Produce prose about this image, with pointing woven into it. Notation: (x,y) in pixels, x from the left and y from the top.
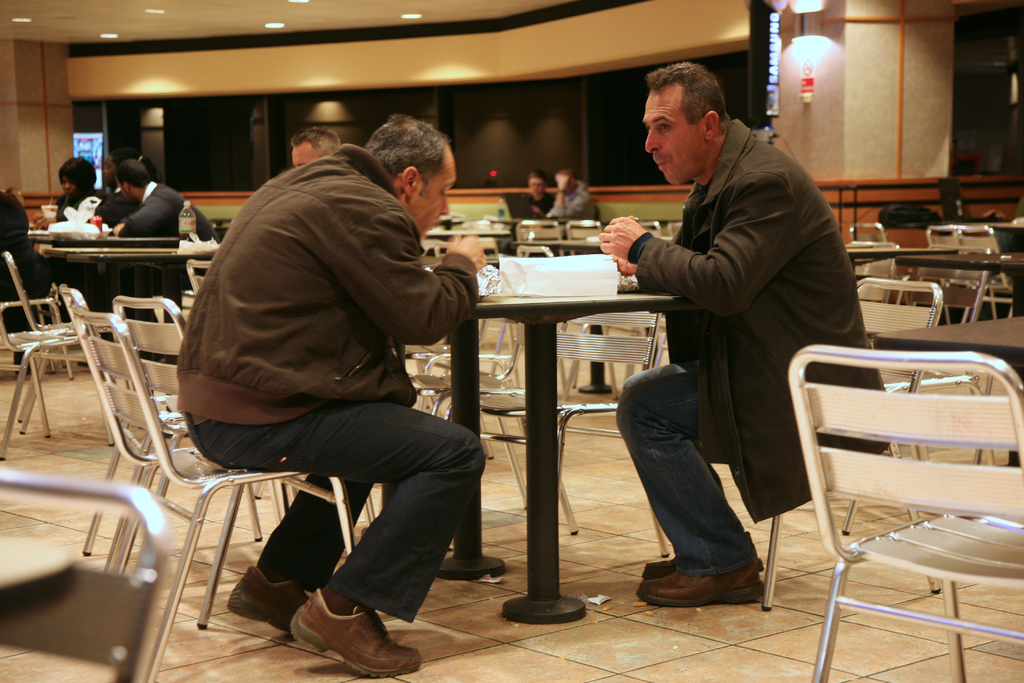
There are two persons (770,231) sitting and eating in front of a table (539,303) and there are some people (71,180) sitting beside them.
